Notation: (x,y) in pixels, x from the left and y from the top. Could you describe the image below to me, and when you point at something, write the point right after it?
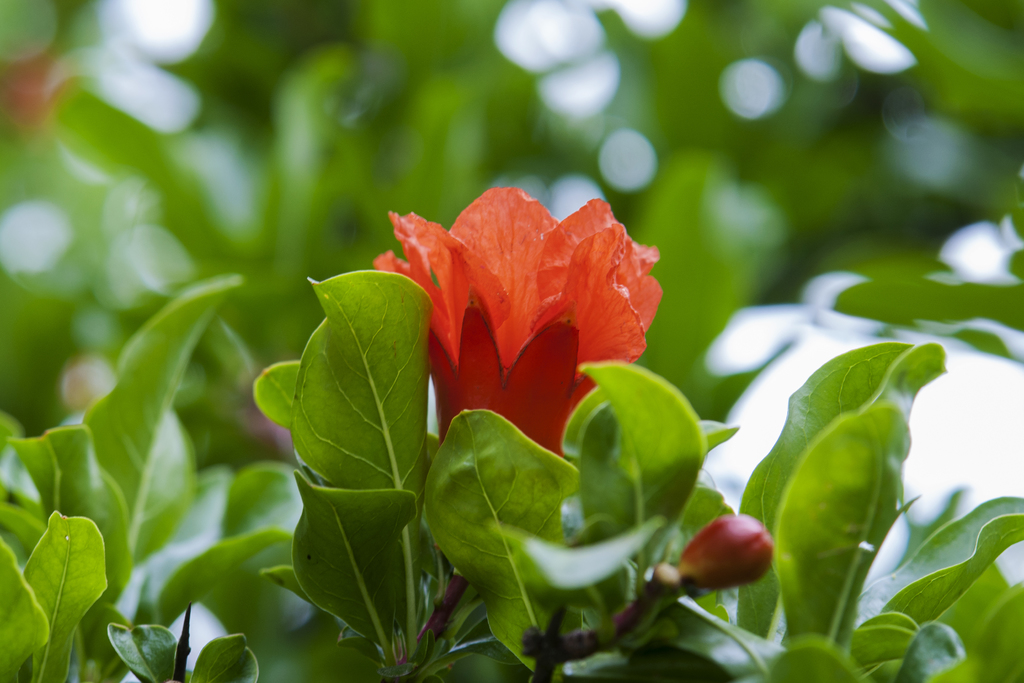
In this image we can see a flower (499,387) on the stem (459,598) of a plant (380,626). In the background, we can see group of leaves (359,597).
